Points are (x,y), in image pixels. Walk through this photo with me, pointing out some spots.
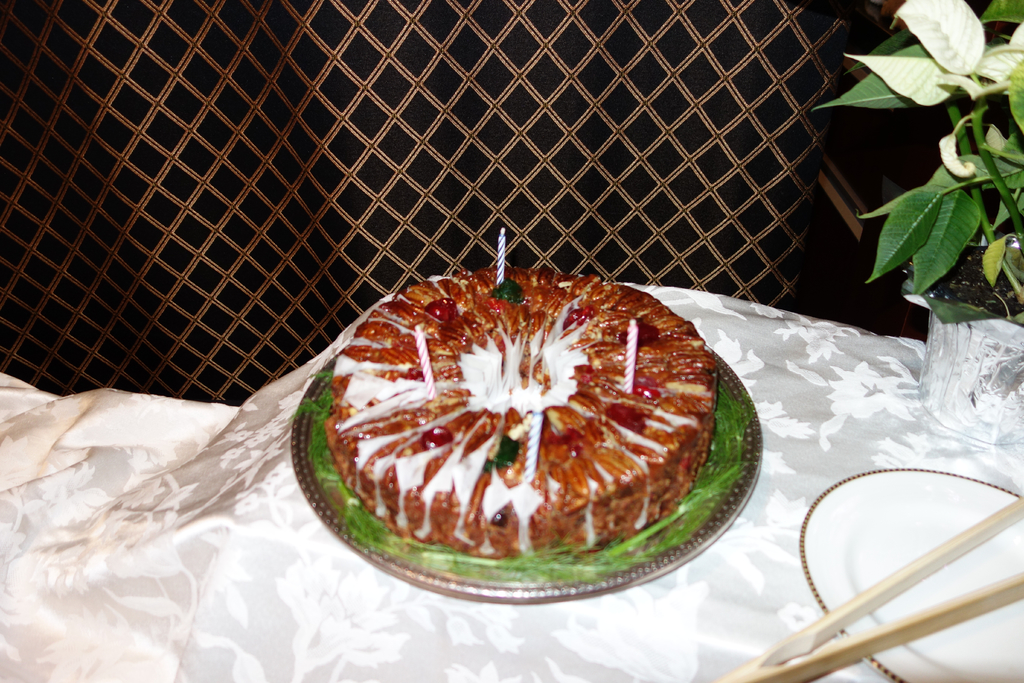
In this image I can see a cake (551,526), plate (870,535) and a flower pot (987,315).
